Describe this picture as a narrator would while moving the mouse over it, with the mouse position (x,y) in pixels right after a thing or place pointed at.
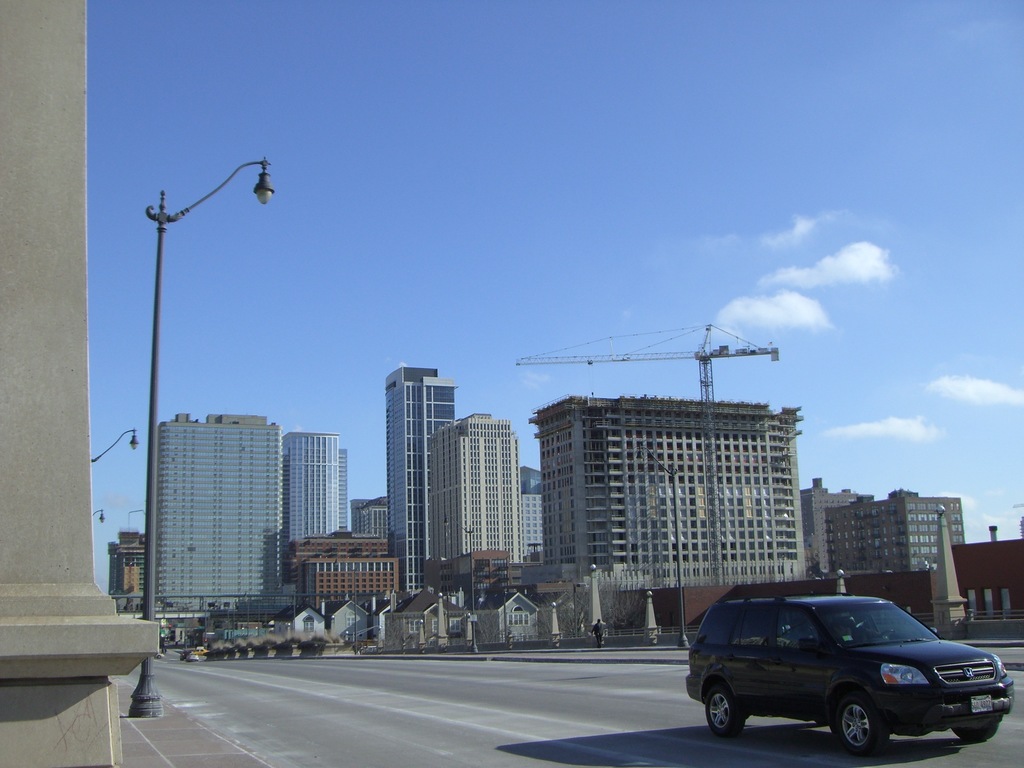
In this image I can see a building (374,502), in front of the building (346,615) I can see a road (687,704), on the road (636,715) I can see a vehicle (760,600), at the top (595,129) I can see the sky (600,143) and on the left side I can see a street light poles (152,591).
